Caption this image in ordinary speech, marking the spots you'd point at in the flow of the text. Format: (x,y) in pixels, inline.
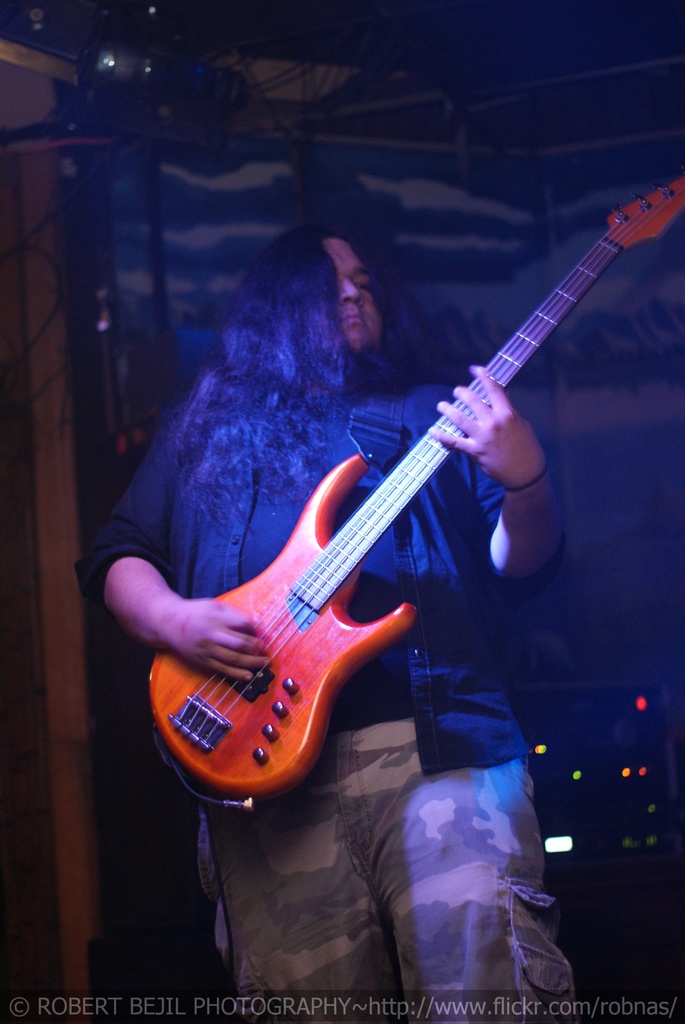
As we can see in the image there is a man (432,591) holding guitar (298,669).
